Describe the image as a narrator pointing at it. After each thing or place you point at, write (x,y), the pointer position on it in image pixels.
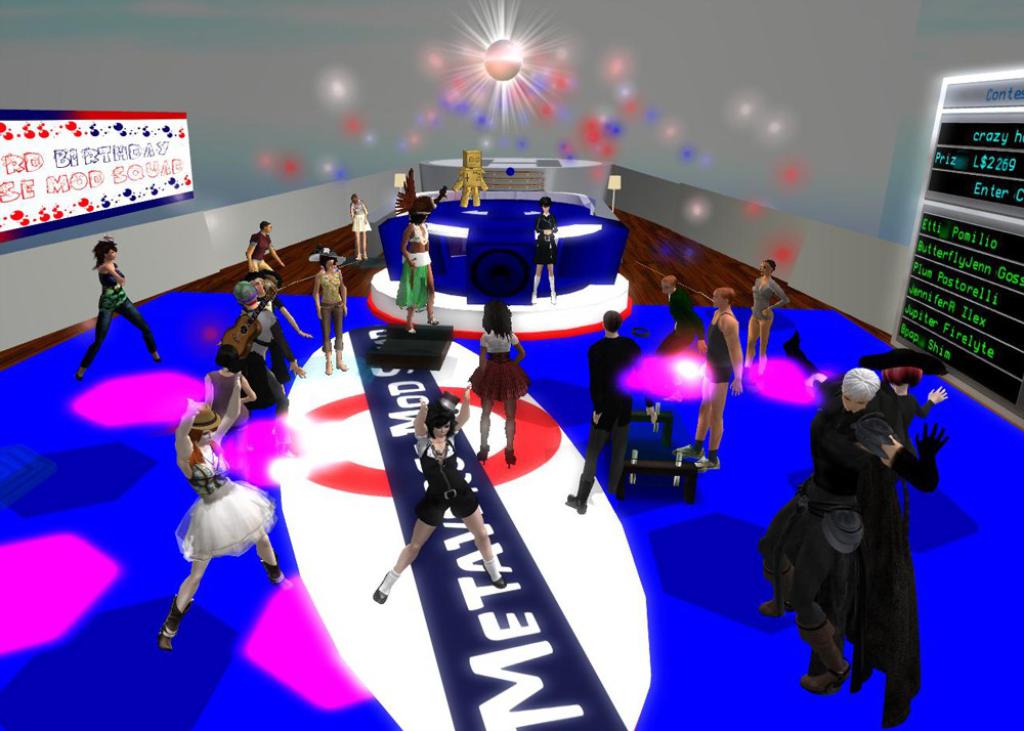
In this image we can see a few people (230,509) dancing on the floor (286,260). Here we can see a person (271,314) carrying the guitar (232,342). Here we can see an LCD screen (988,249) on the right side (995,210).
